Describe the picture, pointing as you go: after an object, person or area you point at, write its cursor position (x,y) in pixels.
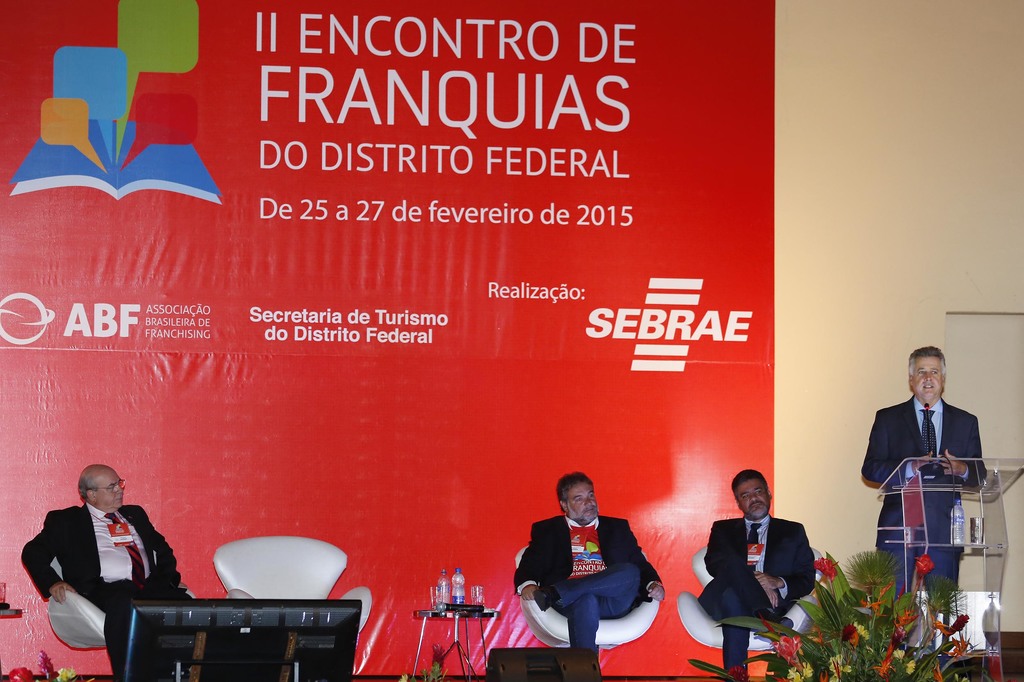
In this image, we can see people (92,515) and are wearing coats (64,534) and ties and some are sitting on the chairs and wearing id cards (127,544) and we can see a podium (928,549) and some flower plants (761,617) and there are bottles (451,584) and glasses (437,590) on the stand (440,618). In the background (295,238), there is a board (327,181) with some text (316,124) and logos (180,181) and there is a wall (888,218).
